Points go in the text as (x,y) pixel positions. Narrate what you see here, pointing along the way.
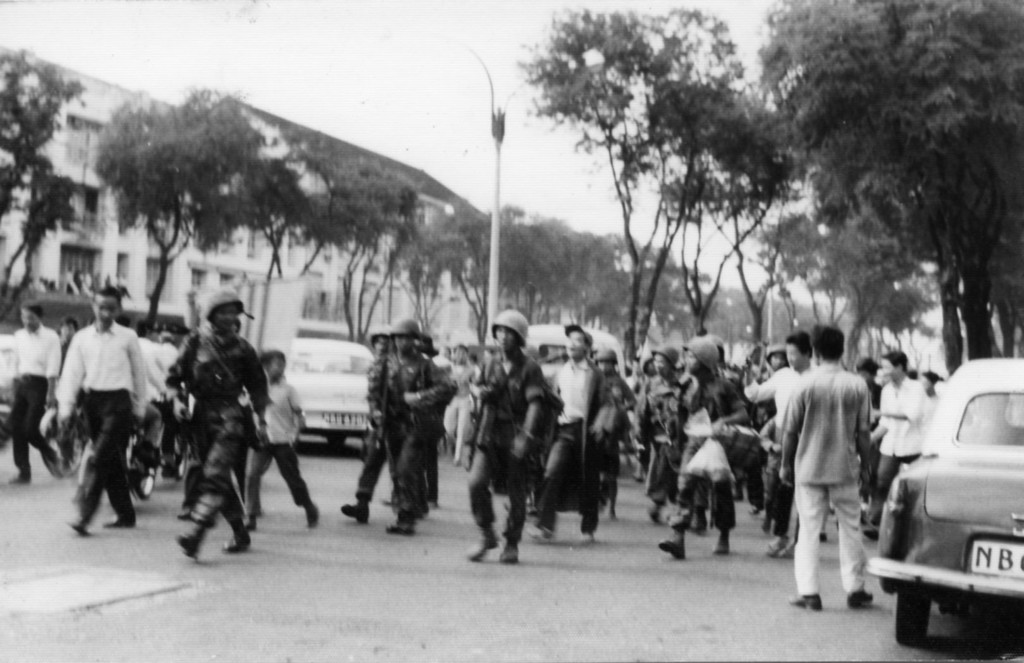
In the center of the image (489,388) we can see people (389,412) walking and some of them are standing. We can see cars (963,592) on the road (576,530). In the background (619,307) there are trees (185,142), pole (489,347), buildings (395,309) and sky (281,90).
